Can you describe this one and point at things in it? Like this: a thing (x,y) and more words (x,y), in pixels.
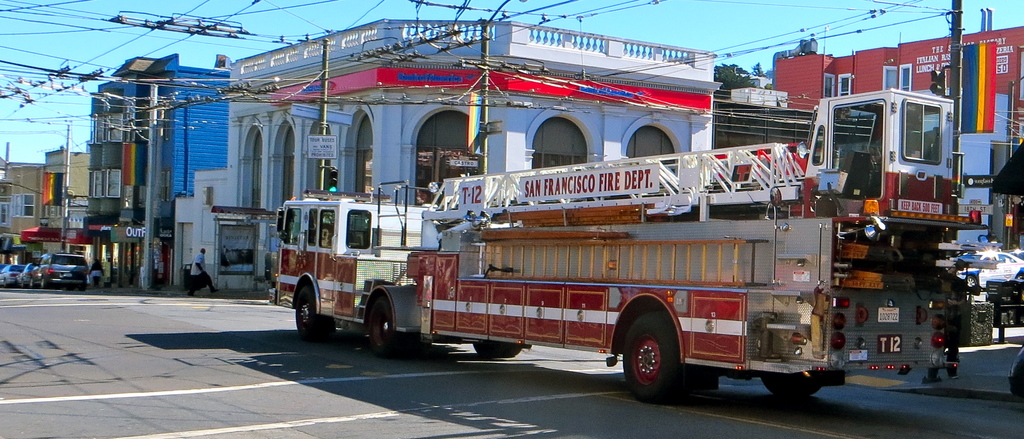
In this image we can see there is a road (402,413). On the road (217,308) they are many vehicles (380,287) parked and some utility poles (955,53) connected with cables (103,19). In the background of the image (368,173) there are buildings (698,115), trees (725,72) and sky (291,28).
